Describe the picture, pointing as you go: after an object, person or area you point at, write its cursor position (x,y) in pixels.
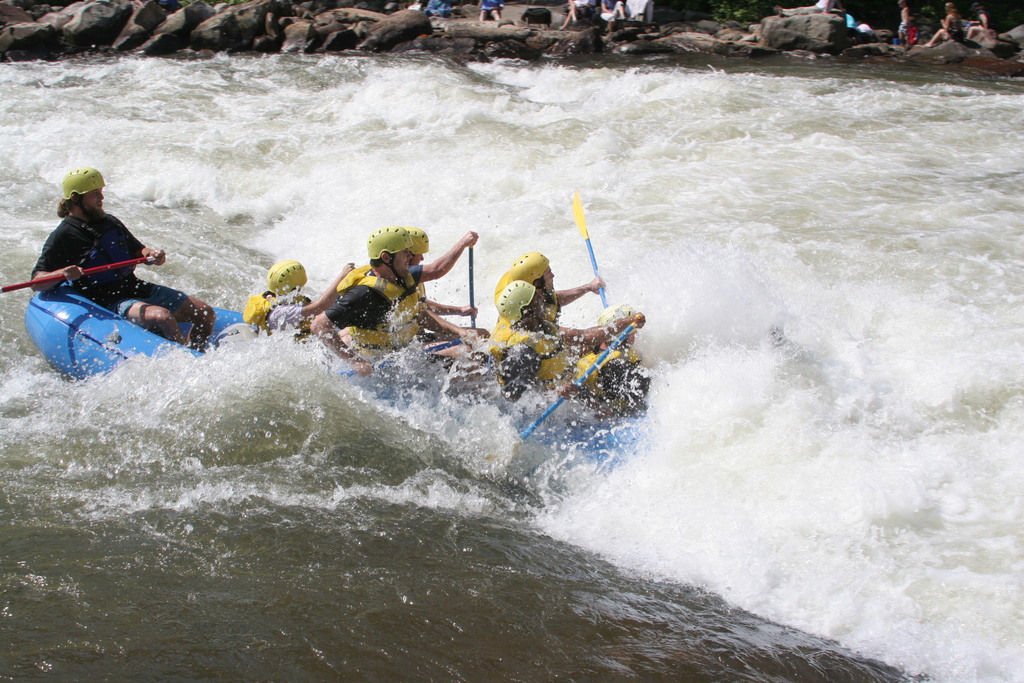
In this image we can see a few people (352,305), among them some people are rowing, there are some rocks (449,42) and trees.
